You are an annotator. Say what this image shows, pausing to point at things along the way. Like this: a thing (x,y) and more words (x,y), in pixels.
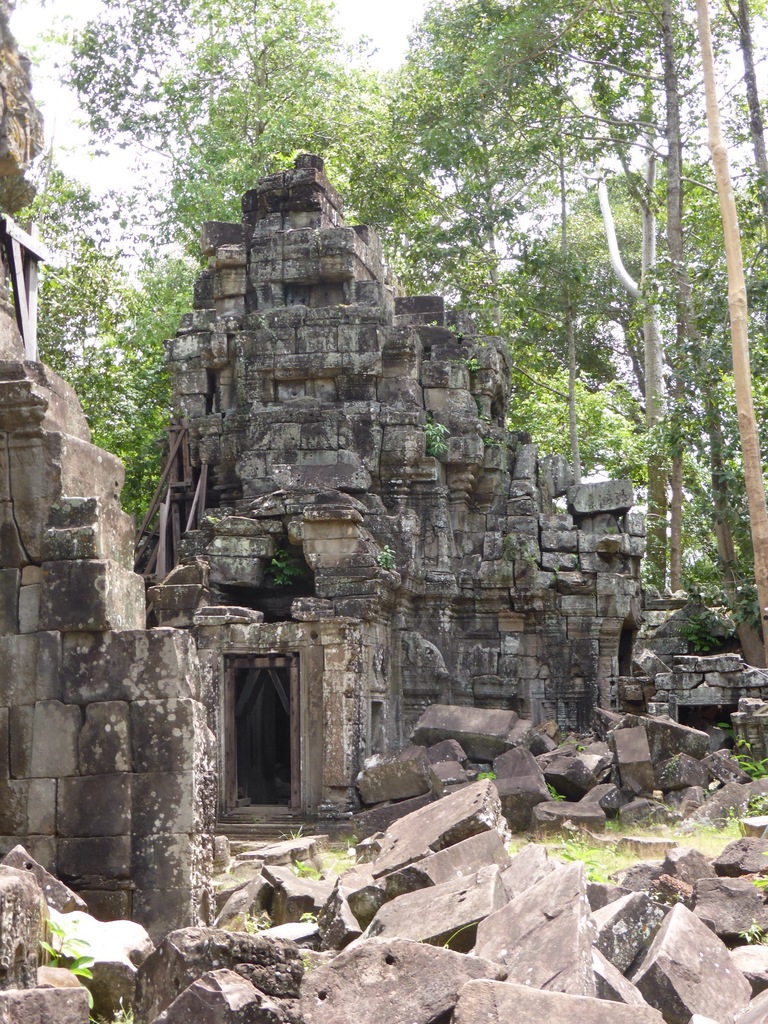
We can see stones (516,1023), grass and ancient architecture (221,633). In the background (175,177) we can see trees (453,58) and sky (377,30).
